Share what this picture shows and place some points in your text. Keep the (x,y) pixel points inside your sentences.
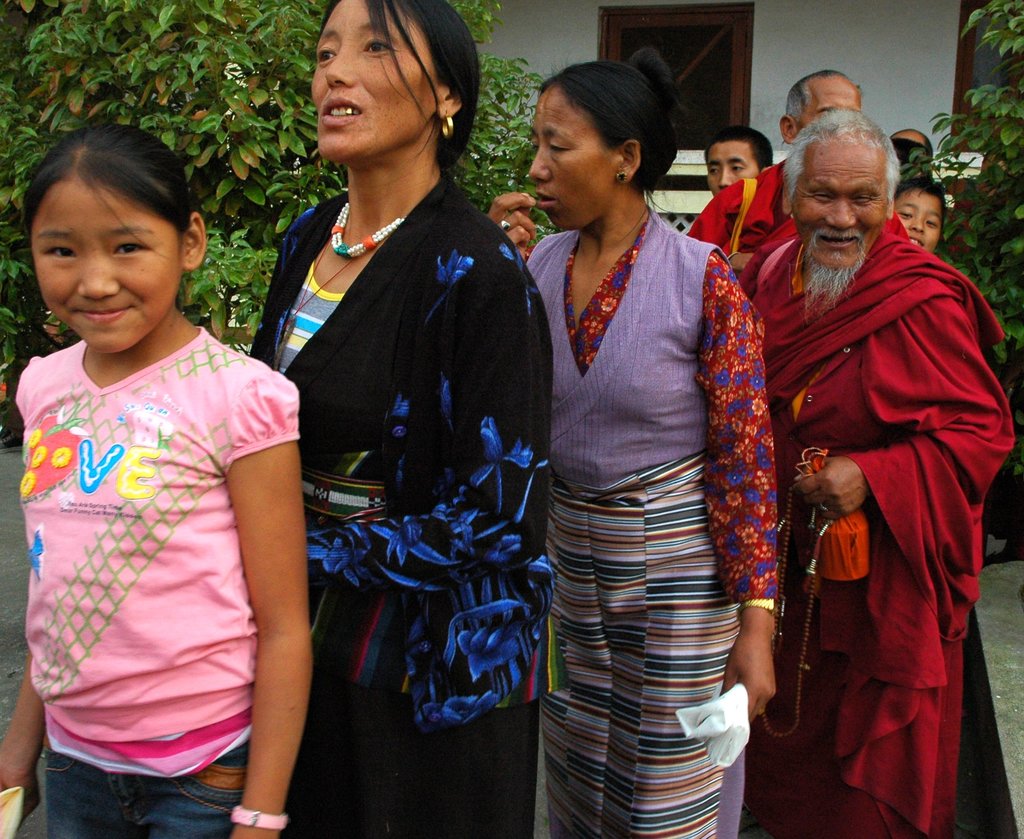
In this image we can see people (721,428) standing. In the background (701,100) there is a building (684,104) and we can see trees (1011,342).
